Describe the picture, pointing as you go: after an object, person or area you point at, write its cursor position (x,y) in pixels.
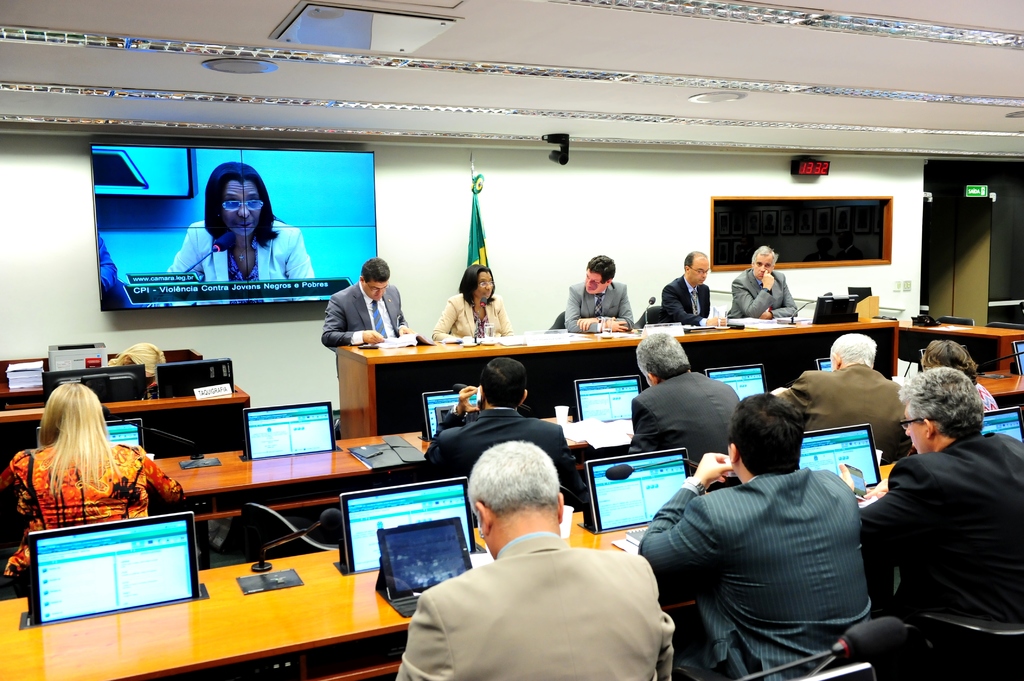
In this image we can see many people (753,308) sitting on the chairs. There are many computers (387,491) in the image. There are tables (320,458) in the image. There is a flag (484,240) in the image. There is a television (282,210) in the image. We can see a lady (252,225) speaking into a microphone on the television (249,267). There is a digital clock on the wall (793,185). There are few objects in the image.
